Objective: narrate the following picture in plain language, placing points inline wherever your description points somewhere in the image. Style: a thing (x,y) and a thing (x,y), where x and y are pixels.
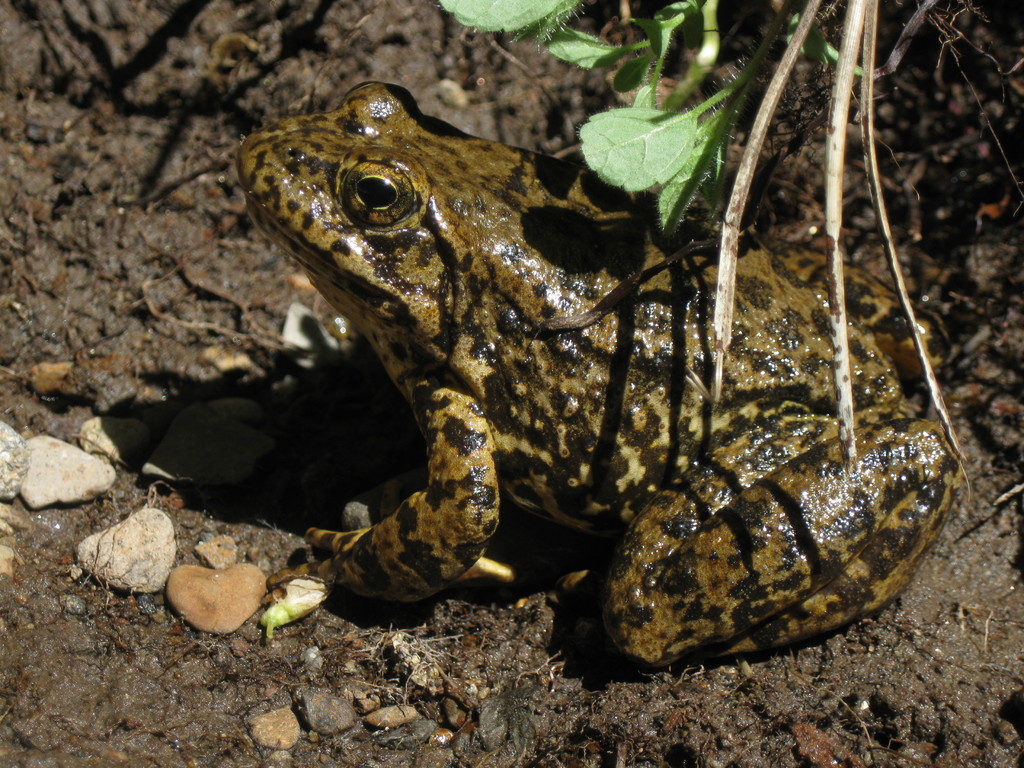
In this picture, I can see a frog (454,409) a ground (74,260), few stones (46,447) and leaves (662,60).
